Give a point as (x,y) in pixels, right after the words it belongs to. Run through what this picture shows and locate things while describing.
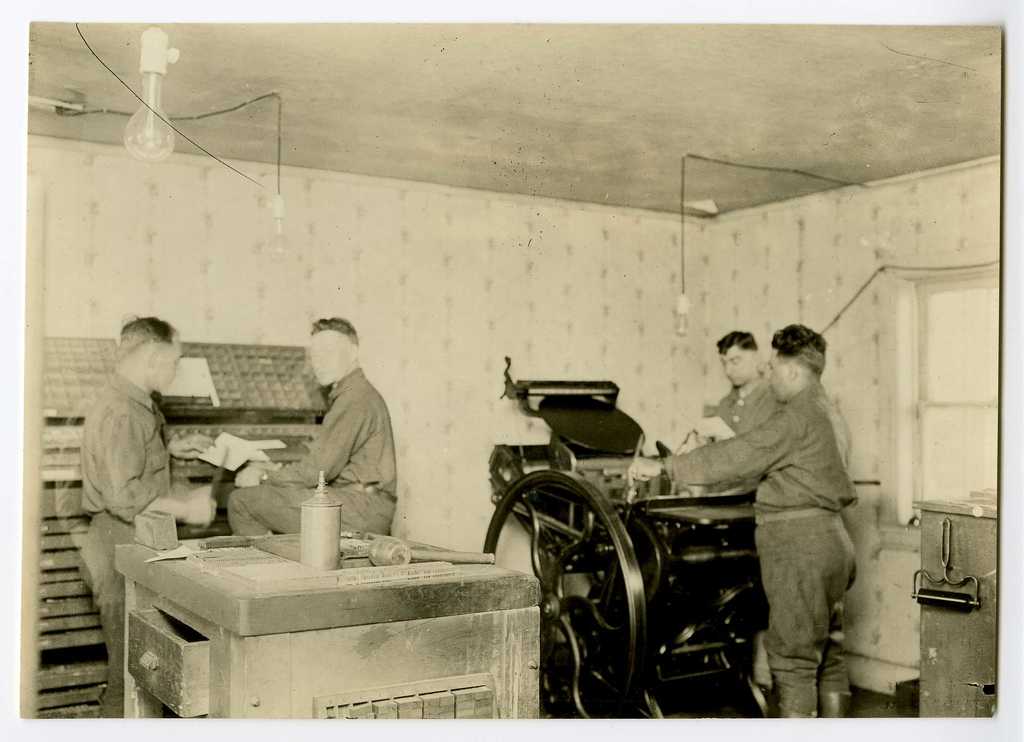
In this picture I can see people (386,426) are standing and some are operating machines (694,525). In the background (711,373) I can see a wall (473,307), ceiling (431,150), bulbs (133,147) and other objects (420,574). This image is black and white in color.
